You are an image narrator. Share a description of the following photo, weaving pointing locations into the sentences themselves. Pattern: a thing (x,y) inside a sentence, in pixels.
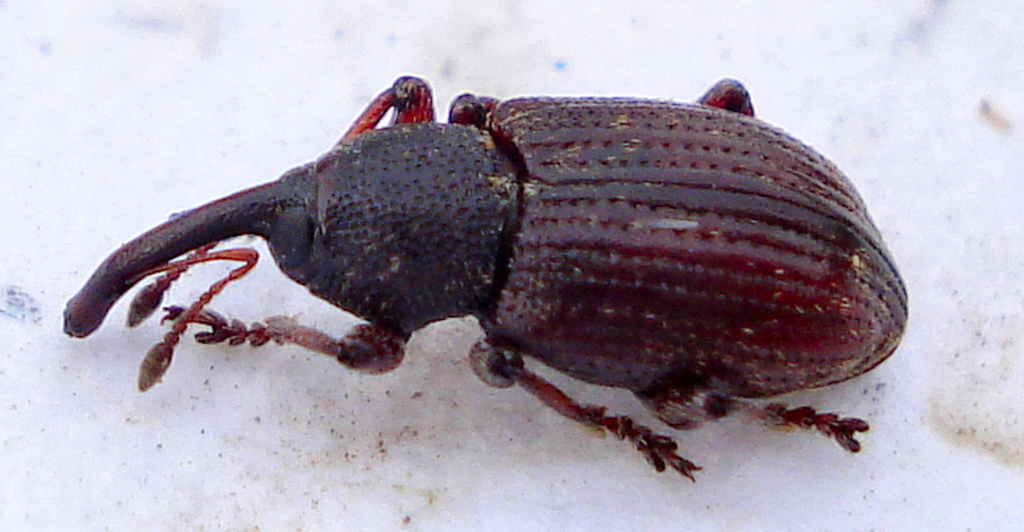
In this image I can see an insect (591,232) is on the white surface (61,165).
